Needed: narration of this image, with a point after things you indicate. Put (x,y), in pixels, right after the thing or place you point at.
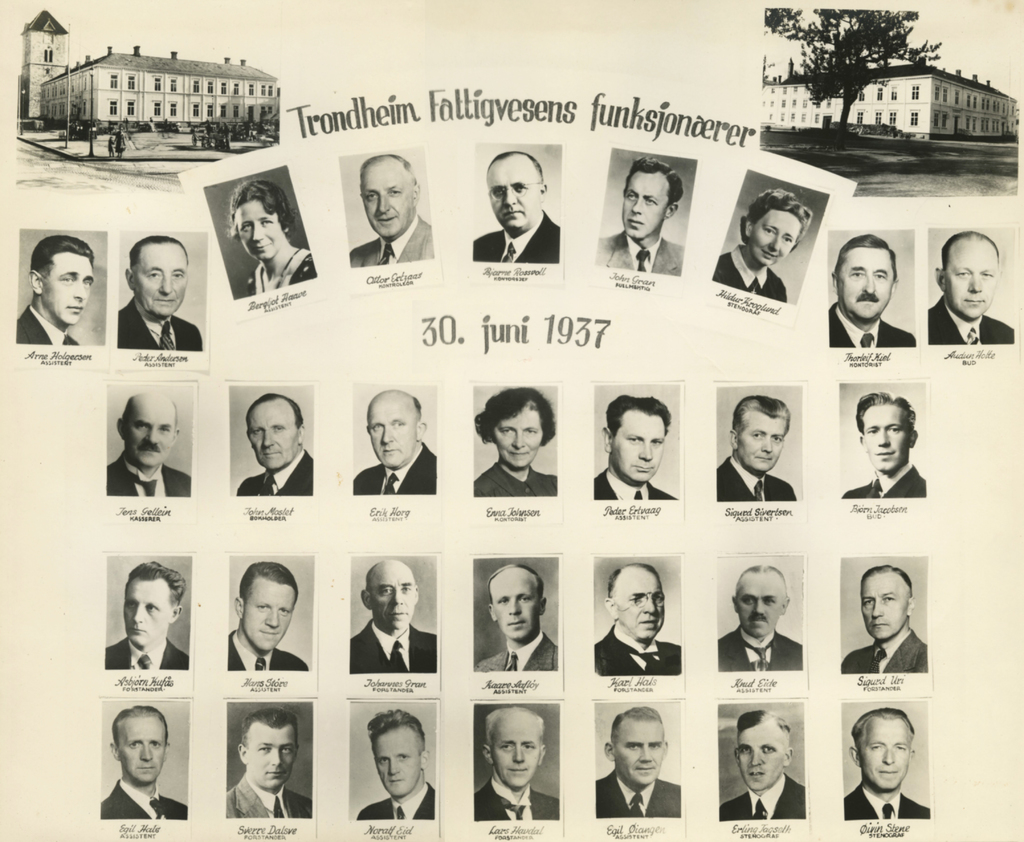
In the image we can see a paper (783,168), on the paper (625,122) we can see some people images (480,163).
